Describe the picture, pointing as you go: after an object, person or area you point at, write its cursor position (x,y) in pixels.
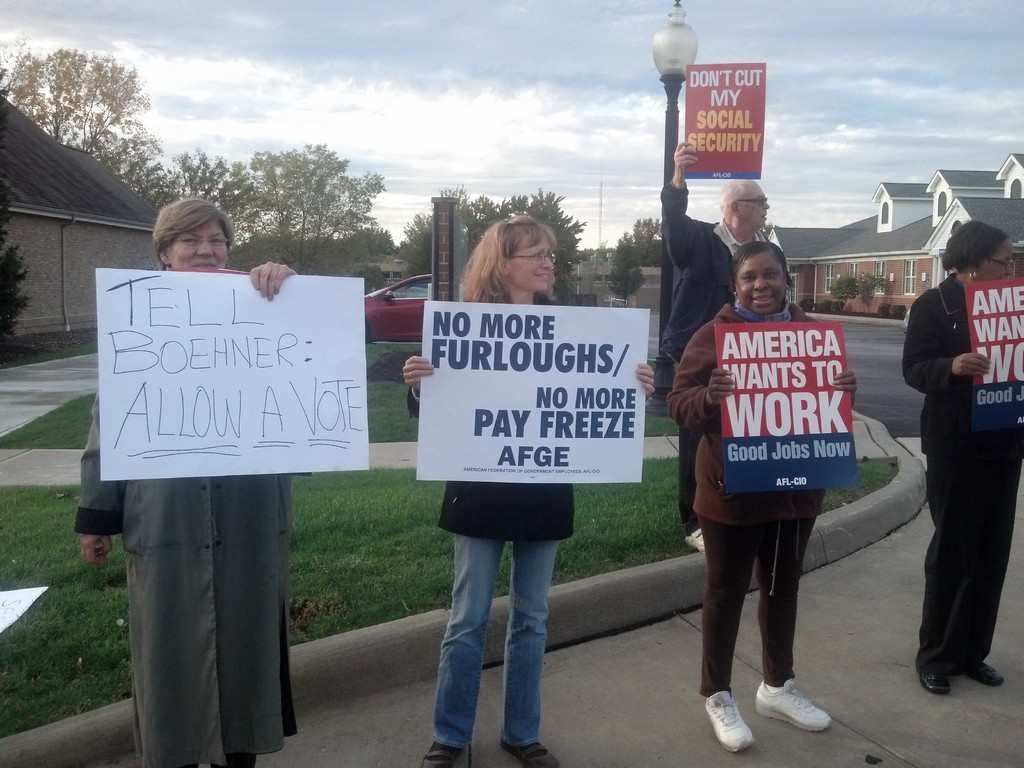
In this image we can see some houses (71,219), one white board (1,618) with text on the ground (55,645), one wall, one light (663,241) with black pole (669,99), some objects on the ground (52,661), some poles (600,218), one red car (389,285) near to the house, some people (530,289) standing on the road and holding boards (461,323) with text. There are some trees (656,230), bushes (854,301), plants (1,327) and grass (42,545) on the ground (65,361).
